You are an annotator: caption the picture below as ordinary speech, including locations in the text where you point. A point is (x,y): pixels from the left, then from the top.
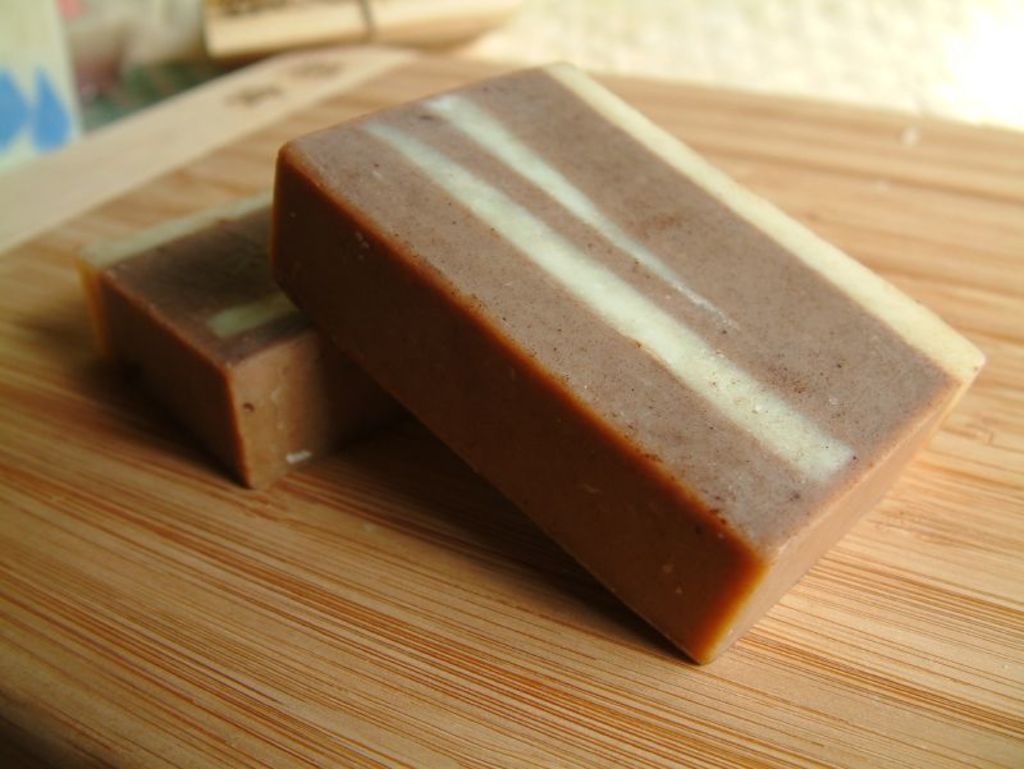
In this image I can see soap bars (360,427) are on the brown color board (517,600). Soap (569,359) is in brown and cream color.
